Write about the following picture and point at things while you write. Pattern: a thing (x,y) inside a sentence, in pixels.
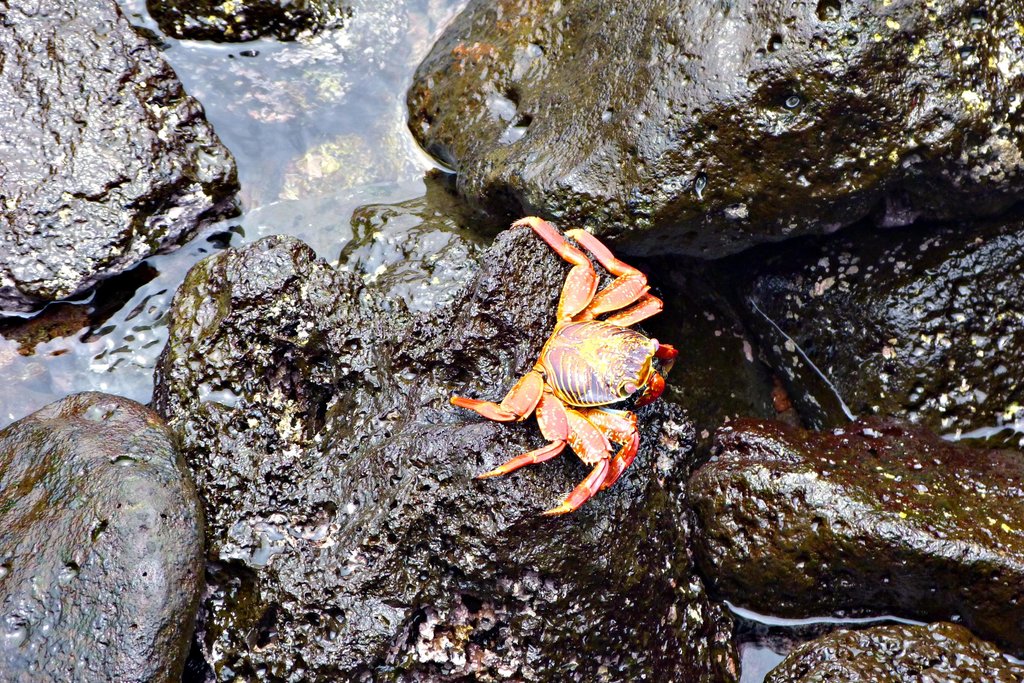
In this image I can see a crab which is in brown and orange color on the rock (418,465) and I can see water (339,144).
